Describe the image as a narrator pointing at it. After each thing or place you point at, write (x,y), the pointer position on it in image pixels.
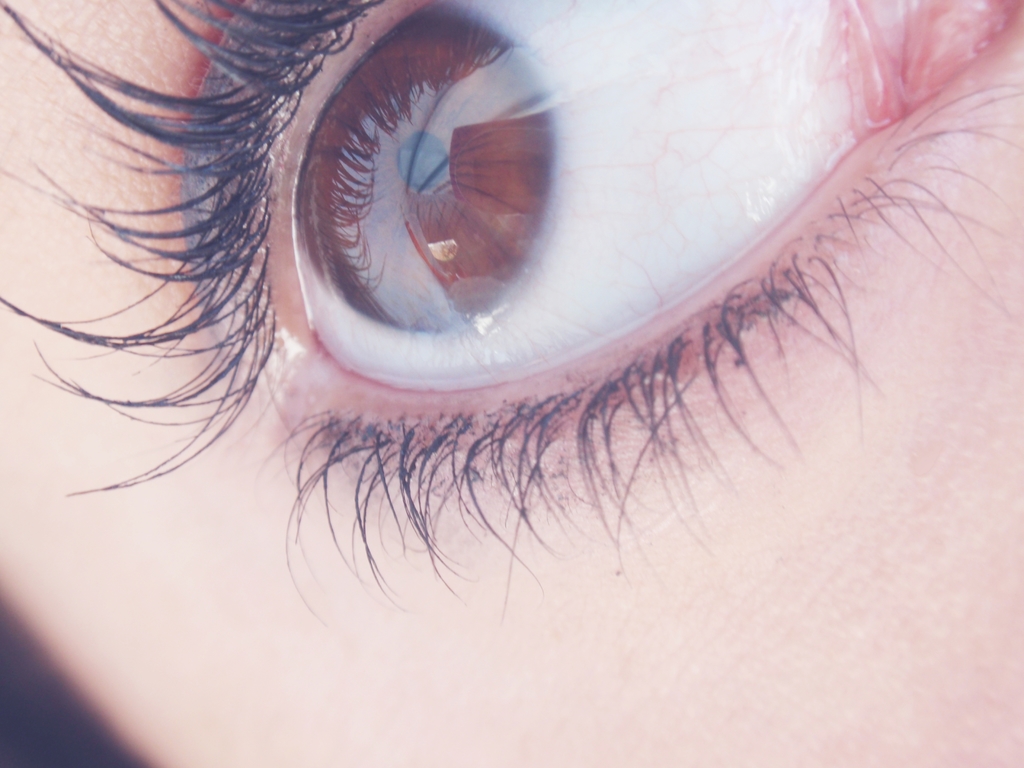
In this image there is a face (182,553) of a human (91,278) with a big eye (632,187).
